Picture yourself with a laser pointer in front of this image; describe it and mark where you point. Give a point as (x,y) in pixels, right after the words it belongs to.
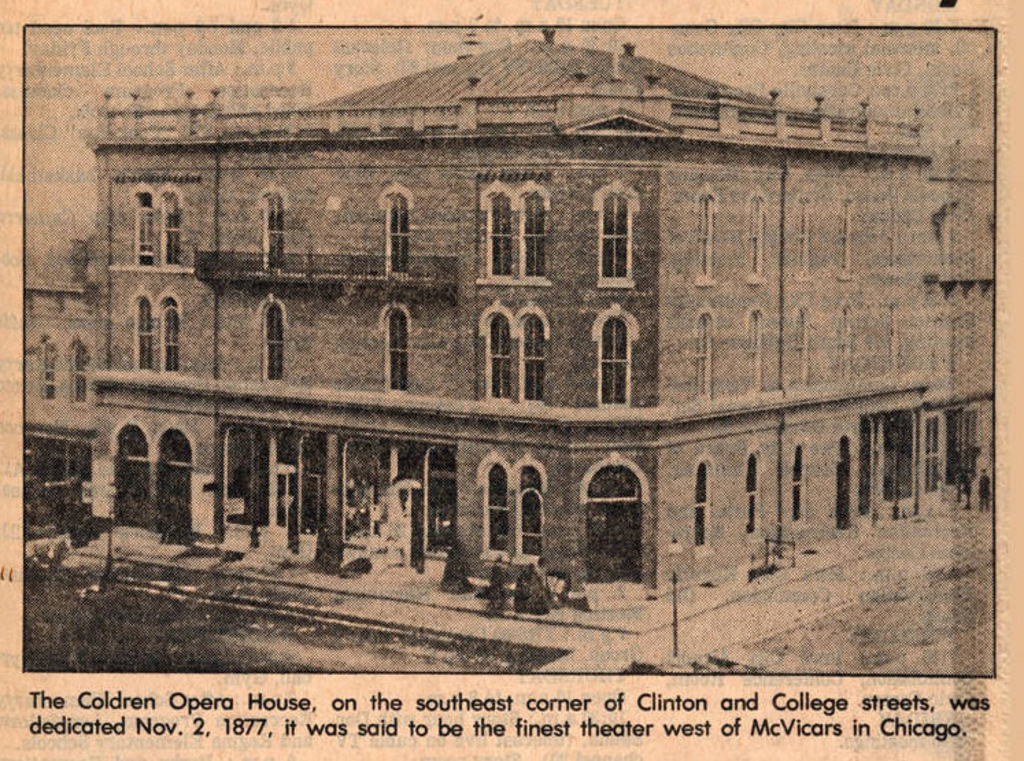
In this image we can see the building (423,436), light poles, people (965,482) walking here and we can see some edited text (417,701) on the bottom of the image (374,701).
